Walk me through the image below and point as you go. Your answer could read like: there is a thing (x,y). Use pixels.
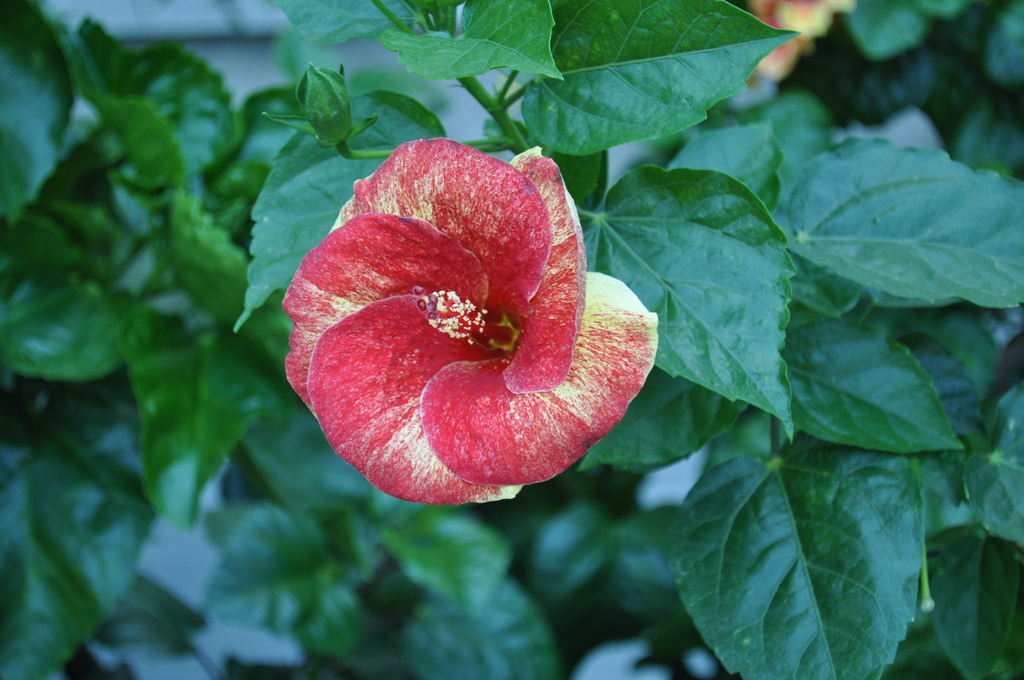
In this picture I can see there is a shoe flower (520,375) and there are few leaves (846,459) and the backdrop (799,13) is blurred.
